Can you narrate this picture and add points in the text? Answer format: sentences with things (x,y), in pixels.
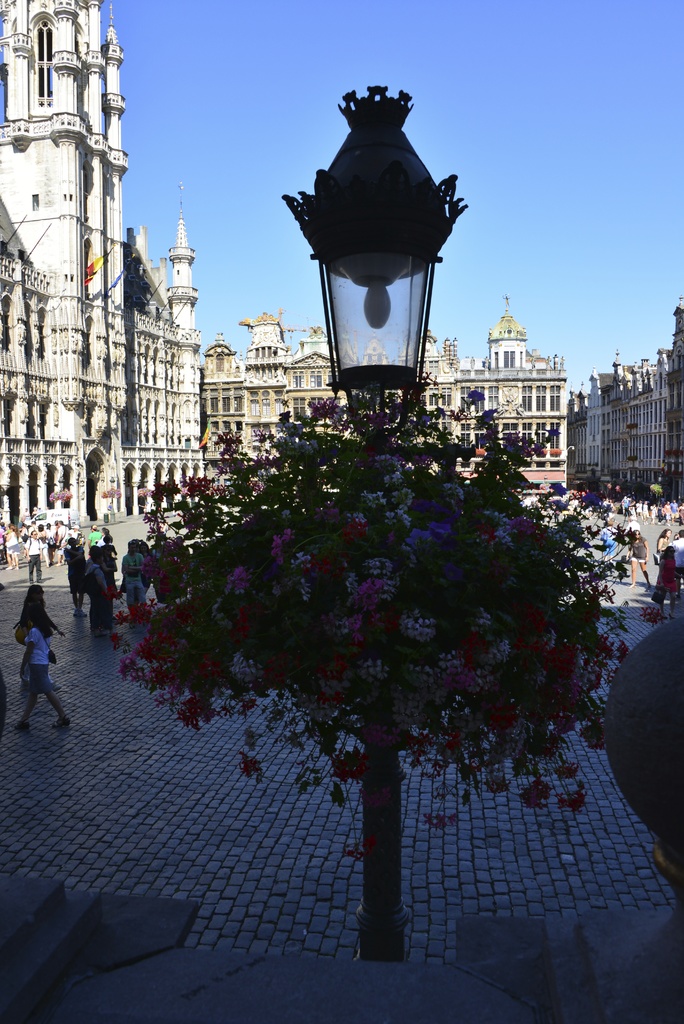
In this image we can see some buildings (249,385) at the background (53,385), some people (97,566) in front of the building (44,392) and there is a light (381,268) with pink and white flowers (372,579) with green leaves (398,520).
